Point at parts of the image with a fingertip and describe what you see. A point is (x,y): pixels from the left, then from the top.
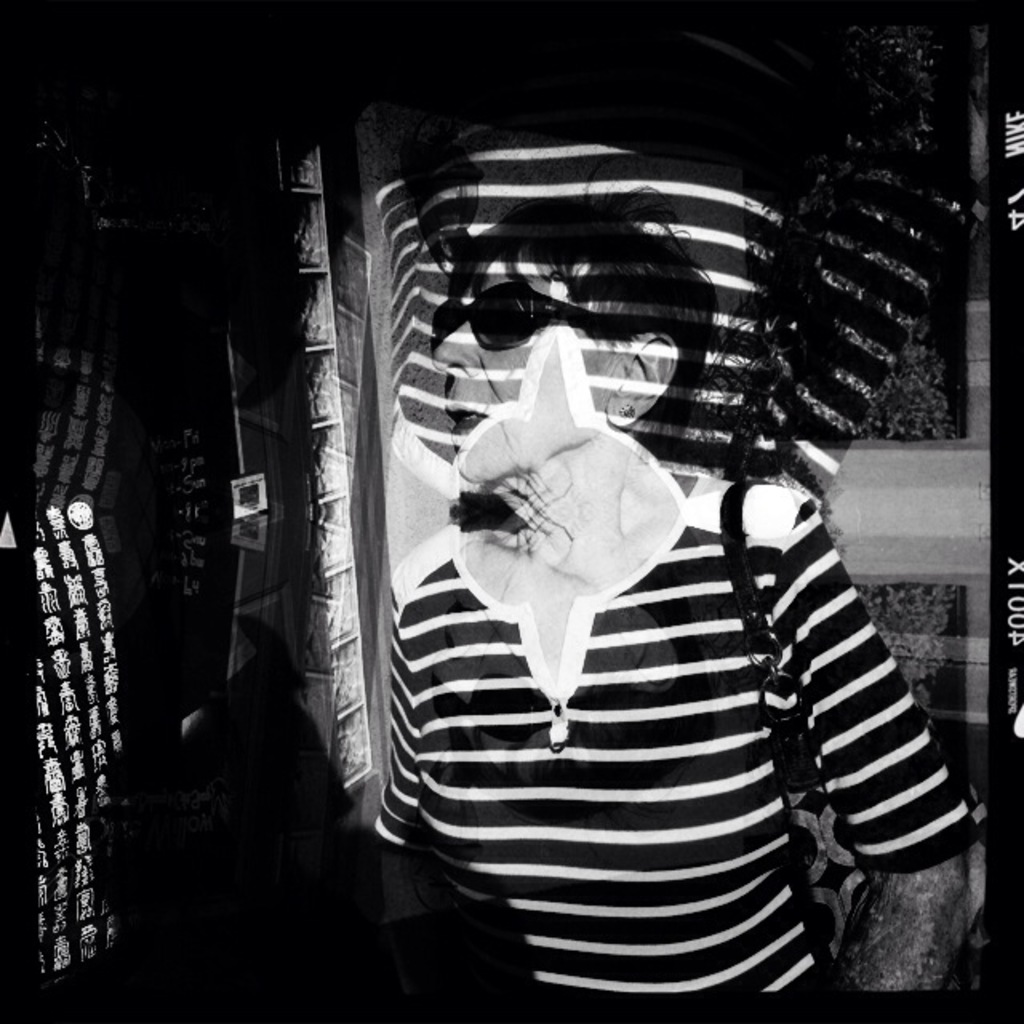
This is a black and white image, in this image there is a woman (615,617).
